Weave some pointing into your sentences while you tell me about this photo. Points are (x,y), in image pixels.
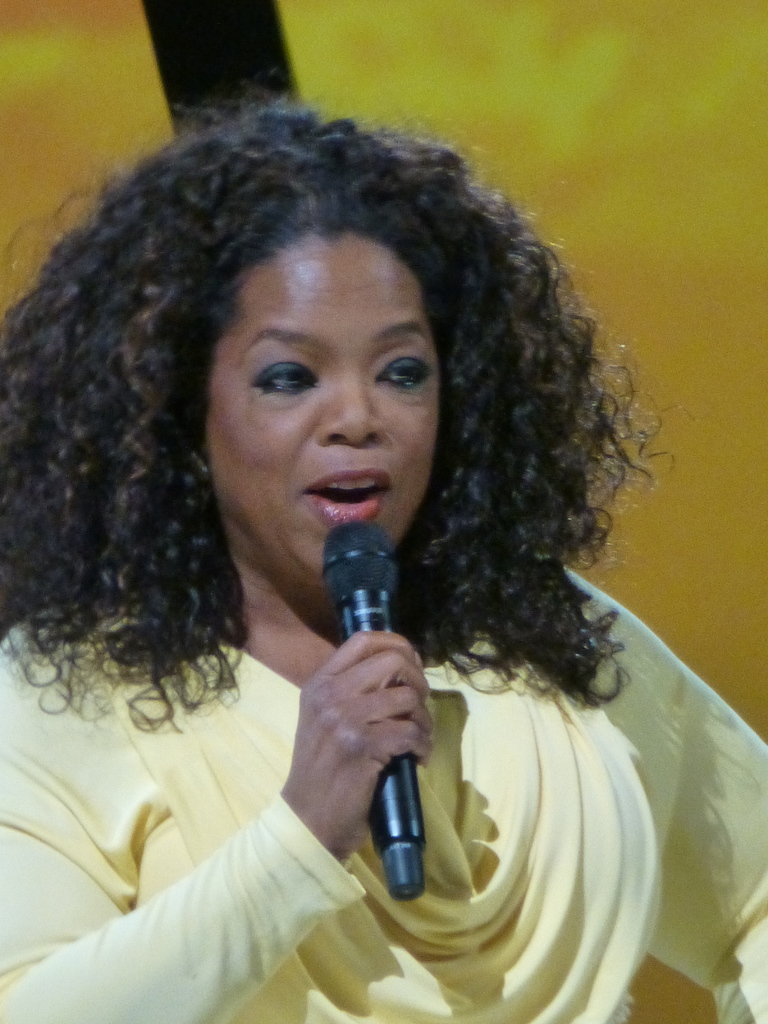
She is holding a mic (364,594) and she is talking.
